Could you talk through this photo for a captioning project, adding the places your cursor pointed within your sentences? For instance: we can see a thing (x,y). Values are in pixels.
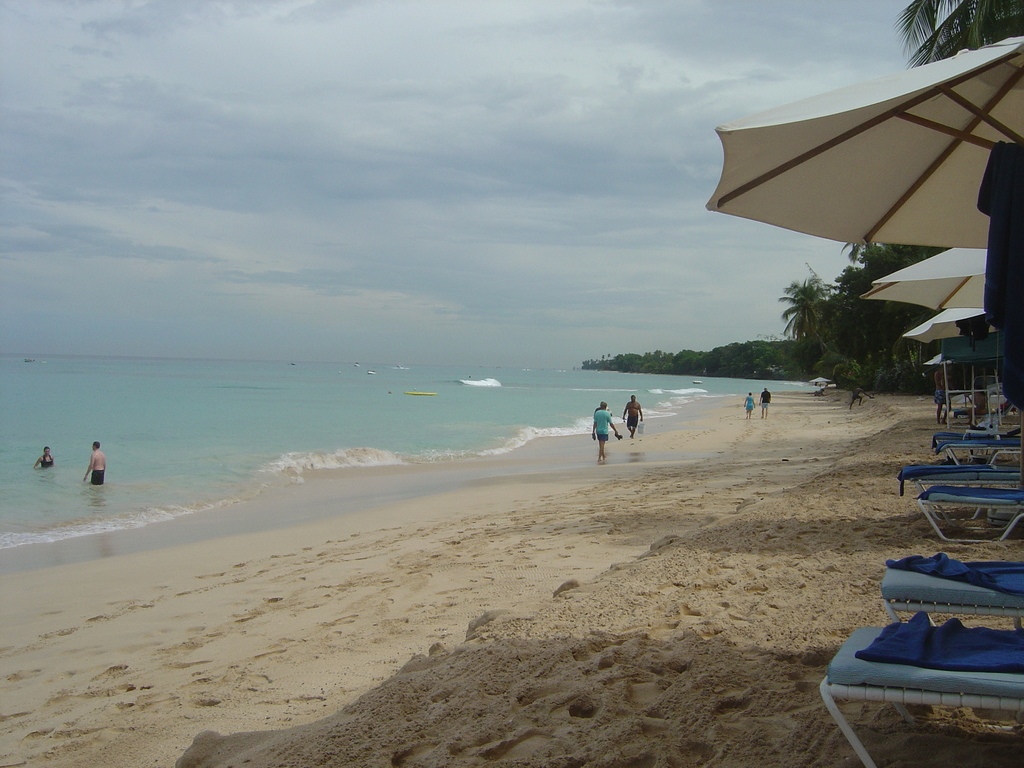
In the picture we can see the sand surface (578,593) near the ocean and on the sand surface (879,506), we can see some people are walking and two people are standing in the water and on the sand surface (761,606), we can see some benches (894,598) with blue clothes (934,575) and umbrellas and in the background (793,350) we can see the trees (731,368) and the sky (550,305).
